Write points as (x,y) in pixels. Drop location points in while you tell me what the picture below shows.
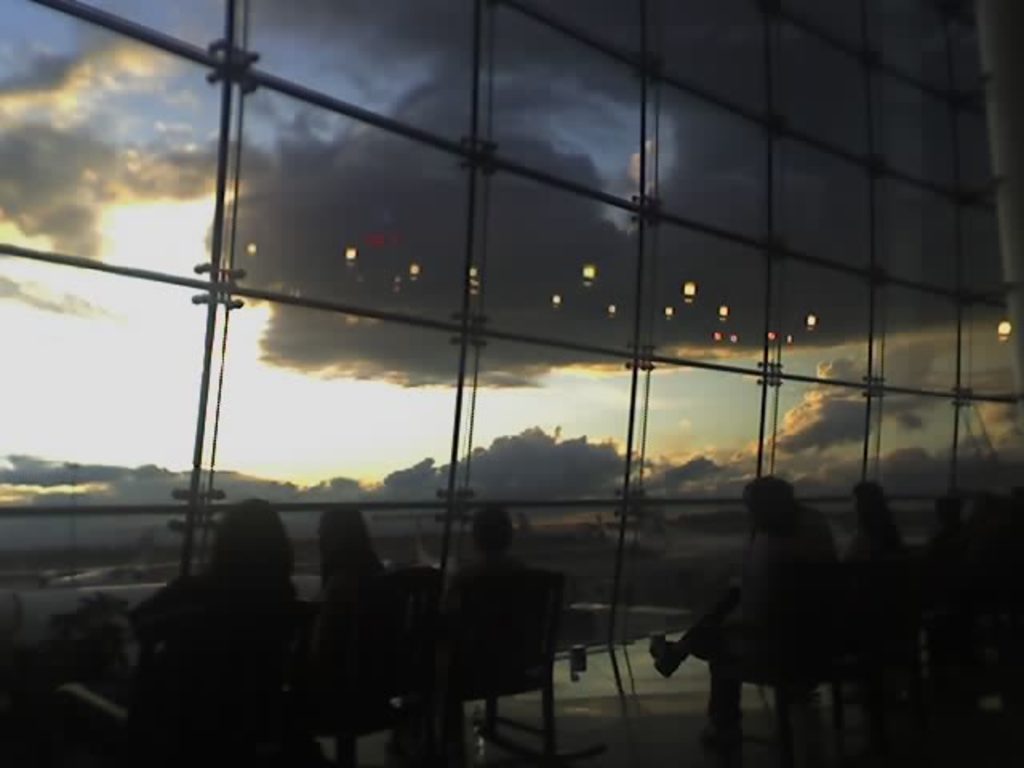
In the foreground of this image (315,661), there are few persons (218,687) sitting on the chair (233,685) near a glass wall (370,349), where we can see in the background (380,218), the sky (518,396) and the cloud (294,205).
